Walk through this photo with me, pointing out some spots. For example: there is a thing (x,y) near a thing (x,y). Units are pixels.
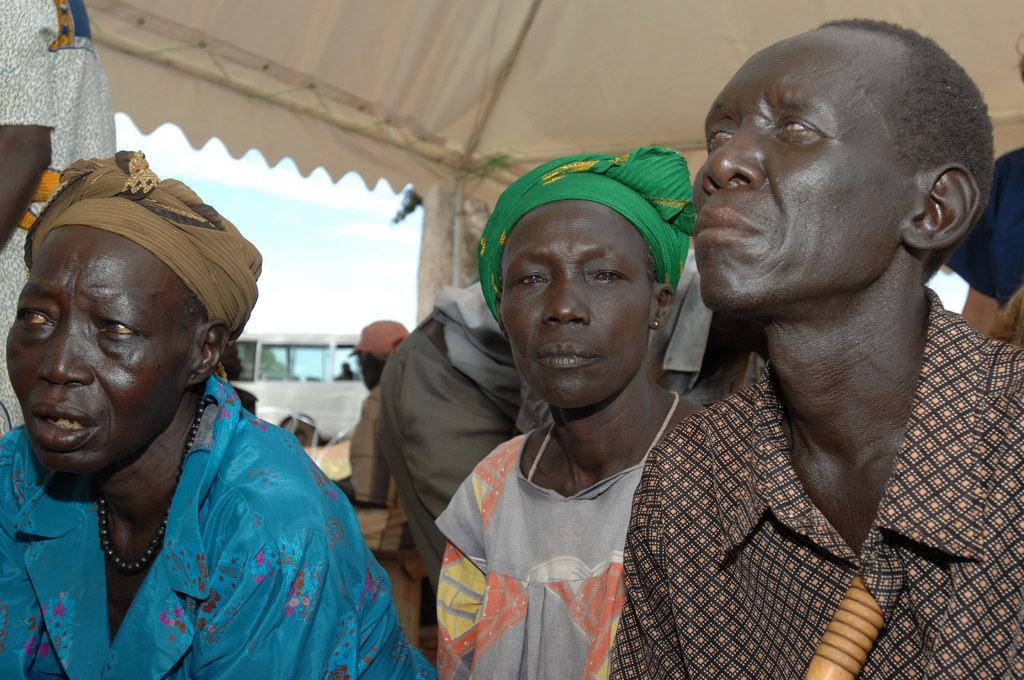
In this image I can see the group of people (157,539). These people (124,518) are wearing the different color dresses (287,544). These people (253,530) are under the shed (433,39). To the side of the people (218,406) I can see vehicle (259,384) and in the back (291,312) there is a sky (298,290).
